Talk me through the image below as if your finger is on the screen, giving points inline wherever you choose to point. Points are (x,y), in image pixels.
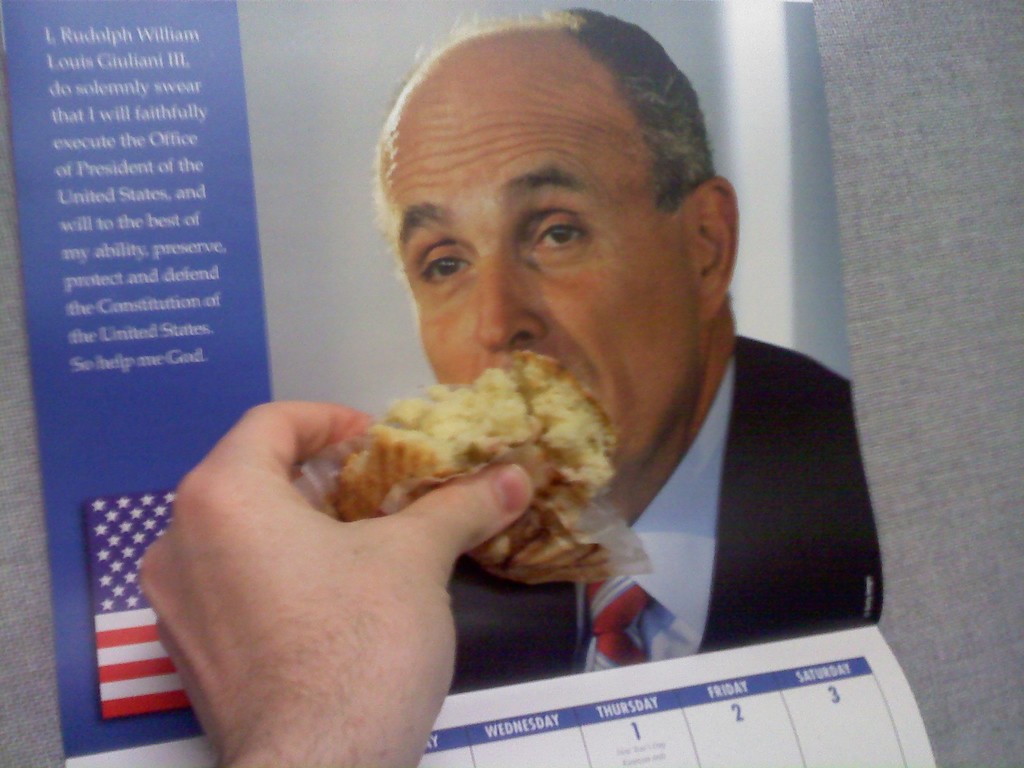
In this picture there is a calendar (750,720) in the center of the image (502,324), on which there is a photograph (342,384) and there is a hand (473,510), by holding a cake (506,447), which is placed on the calendar (706,721).
